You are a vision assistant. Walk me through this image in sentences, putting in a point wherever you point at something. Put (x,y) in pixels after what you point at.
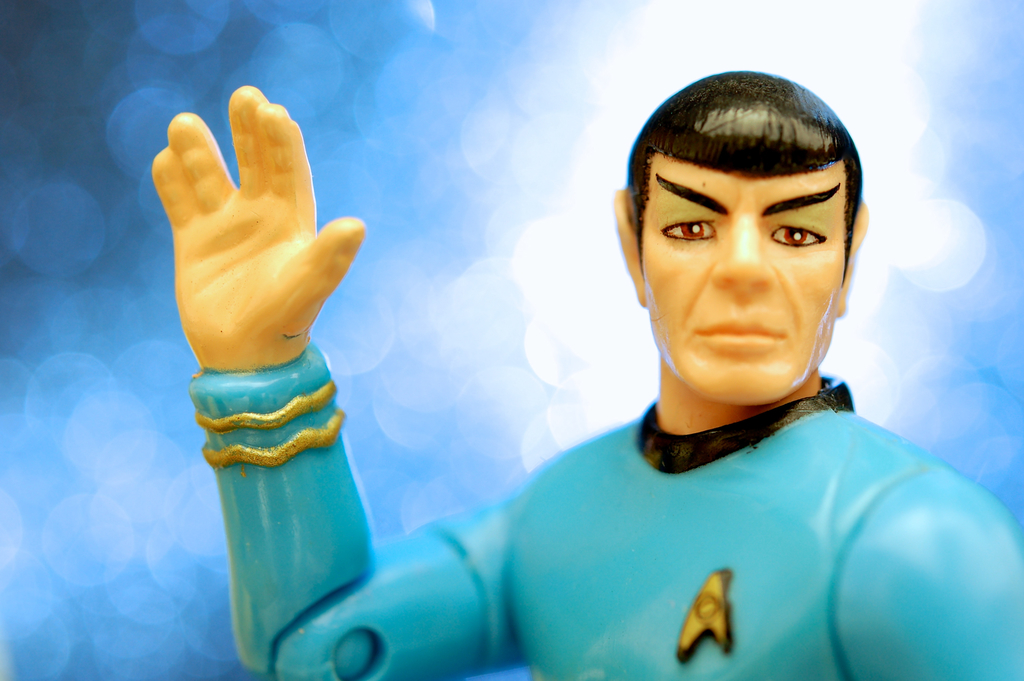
In the picture there is a toy (625,514) present.
